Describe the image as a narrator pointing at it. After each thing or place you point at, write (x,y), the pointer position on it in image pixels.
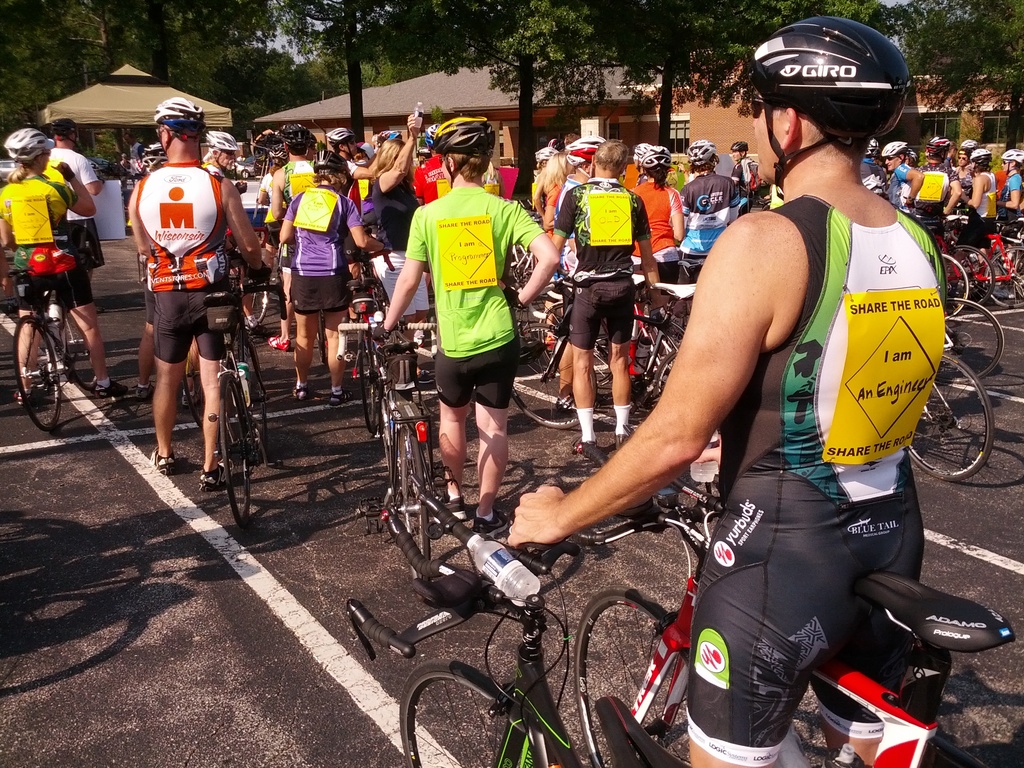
In this picture we can see people (494,470) and bicycles (582,682) on the road (385,570) and in the background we can see shelters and trees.
